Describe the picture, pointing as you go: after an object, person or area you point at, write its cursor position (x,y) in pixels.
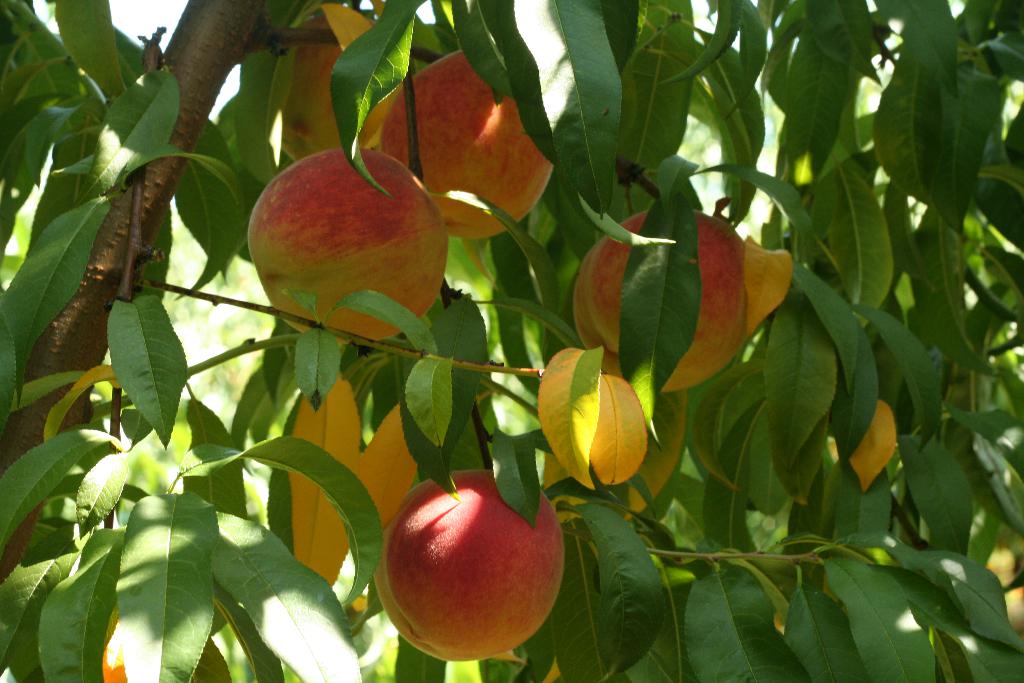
In the image there is a stem (120,292) with leaves (531,253). And also there are fruits (474,219).
